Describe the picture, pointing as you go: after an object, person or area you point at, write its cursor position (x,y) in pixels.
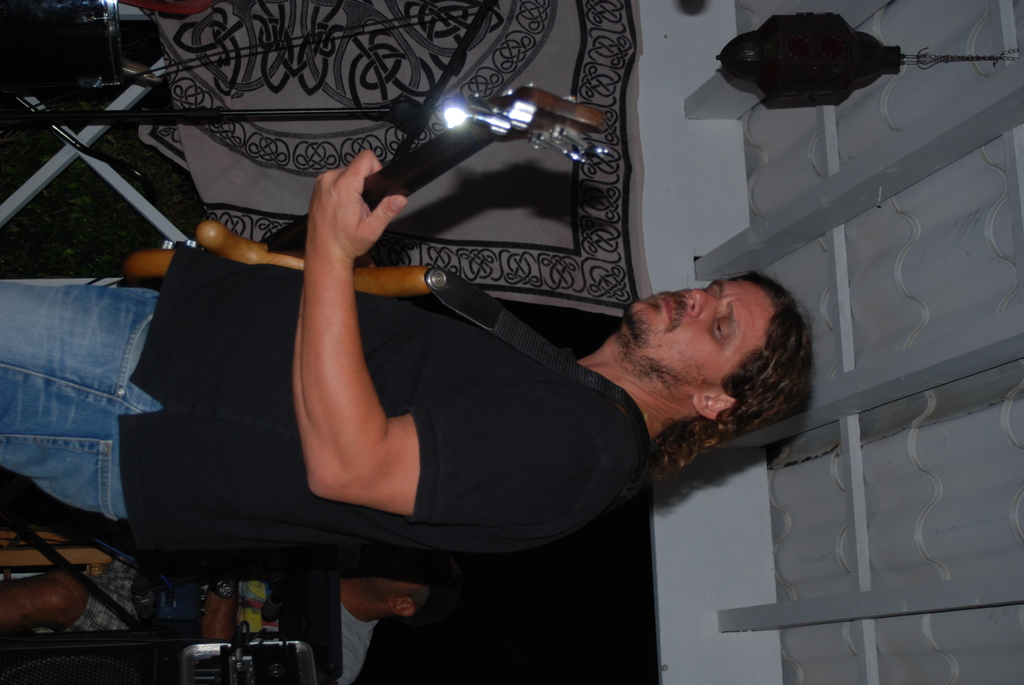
In the center of the image (639,442) there is a person (133,536) holding a guitar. He is wearing black color t-shirt (382,313). In the background of the image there is a person (438,580). At the top of the image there is roof (943,99).
